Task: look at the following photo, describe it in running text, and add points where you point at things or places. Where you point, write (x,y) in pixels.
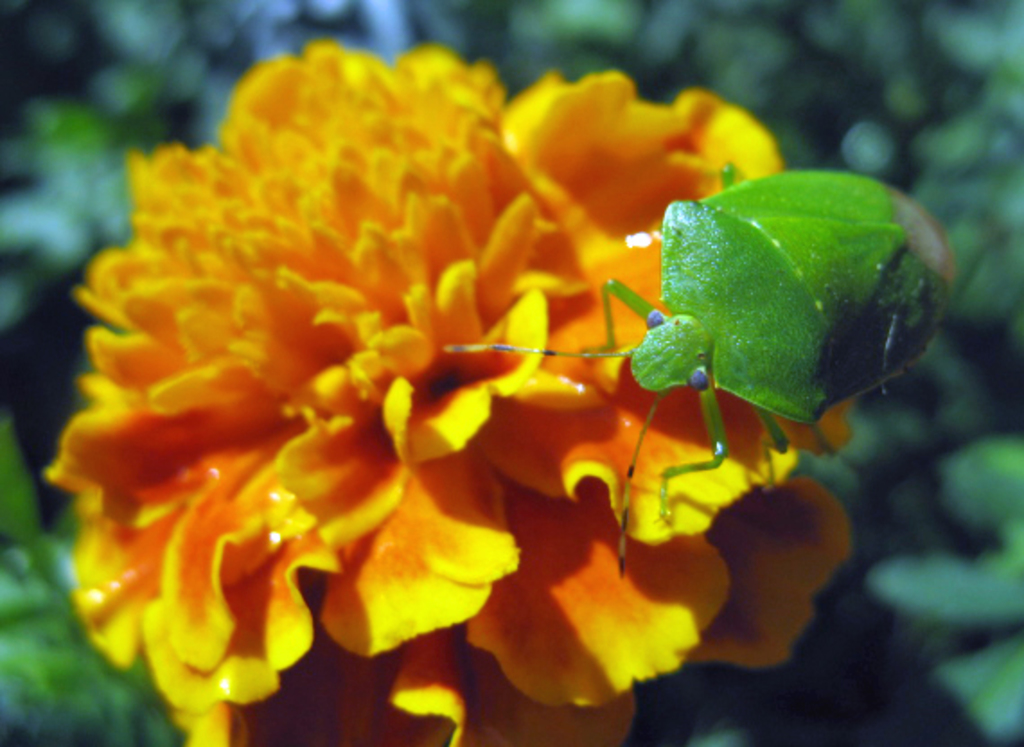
In this image, we can see an insect (699,384) on the flower (539,372) and in the background (163,130), there are leaves (163,130).
